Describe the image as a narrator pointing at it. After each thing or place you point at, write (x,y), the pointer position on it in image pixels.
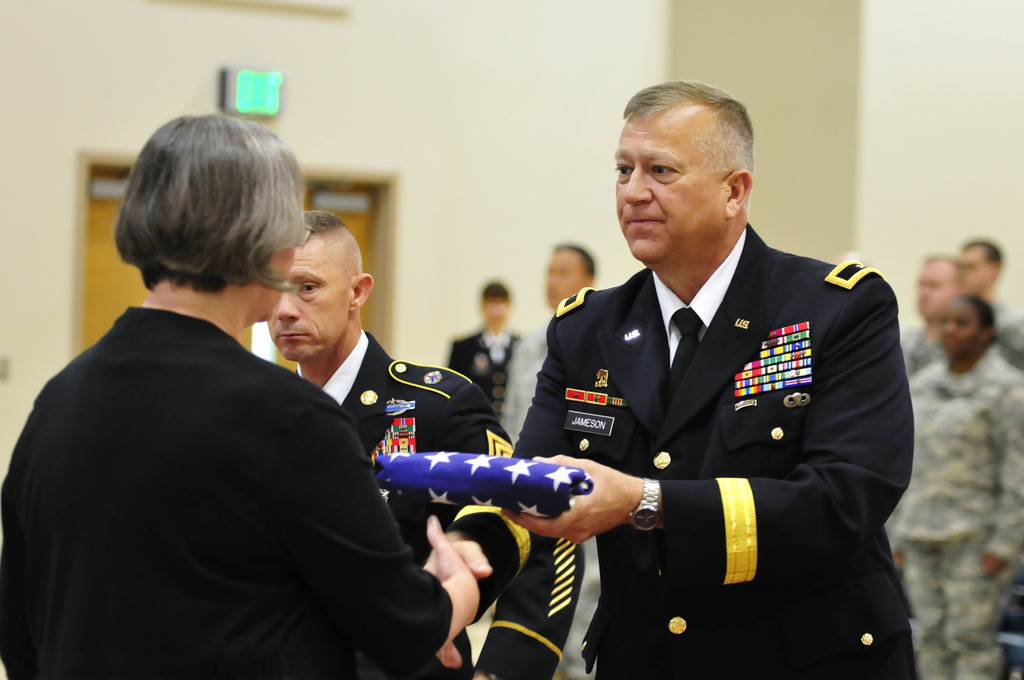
In the picture there is a room (236,21), there are many people (234,196) standing, there is a man (744,656) holding an object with the hand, behind the man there are people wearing the same costume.
